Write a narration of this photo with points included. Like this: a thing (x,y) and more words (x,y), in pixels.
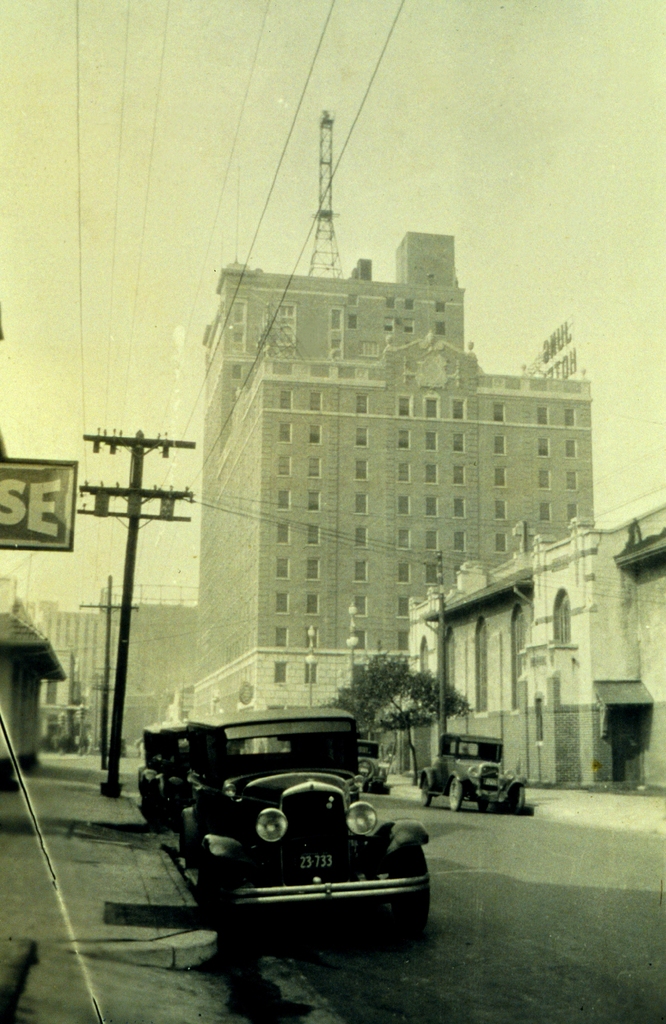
This is a black and white image, where there are vehicles (457,767) placed side to the road (459,1023). On the left (70,865), there is a side path (69,805), few poles (124,653), a shed like an object (28,664). In the background (426,430), there are buildings (228,612), tower (319,244), cables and the sky (589,90).
